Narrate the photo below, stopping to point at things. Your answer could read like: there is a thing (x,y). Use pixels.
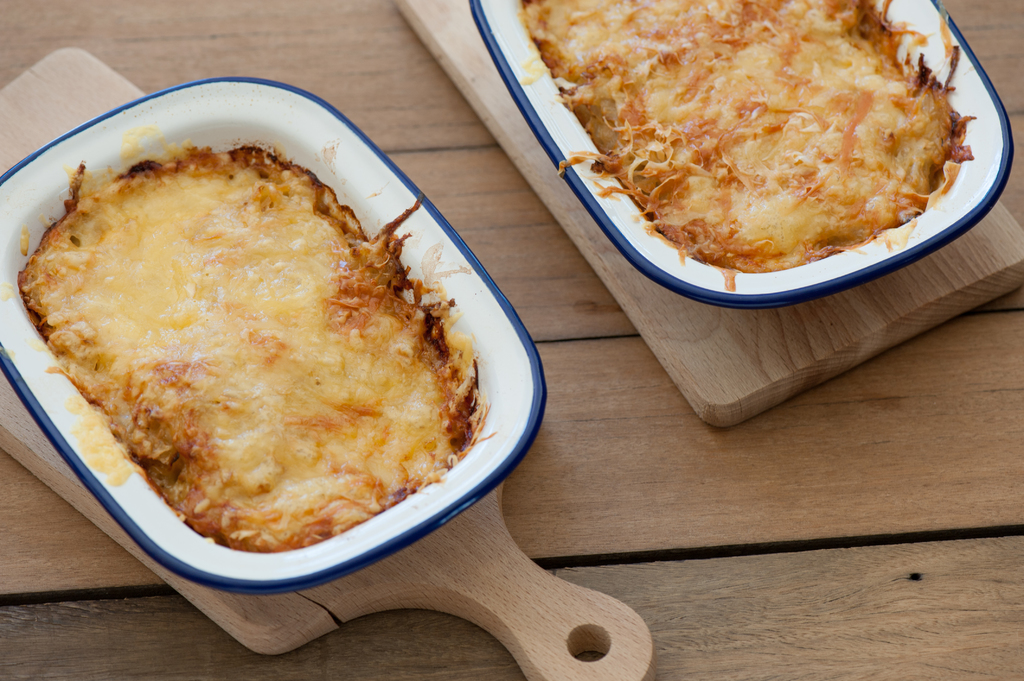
In this image we can see food items (783,57) in bowls (194,543) on the wooden surface (192,40).
